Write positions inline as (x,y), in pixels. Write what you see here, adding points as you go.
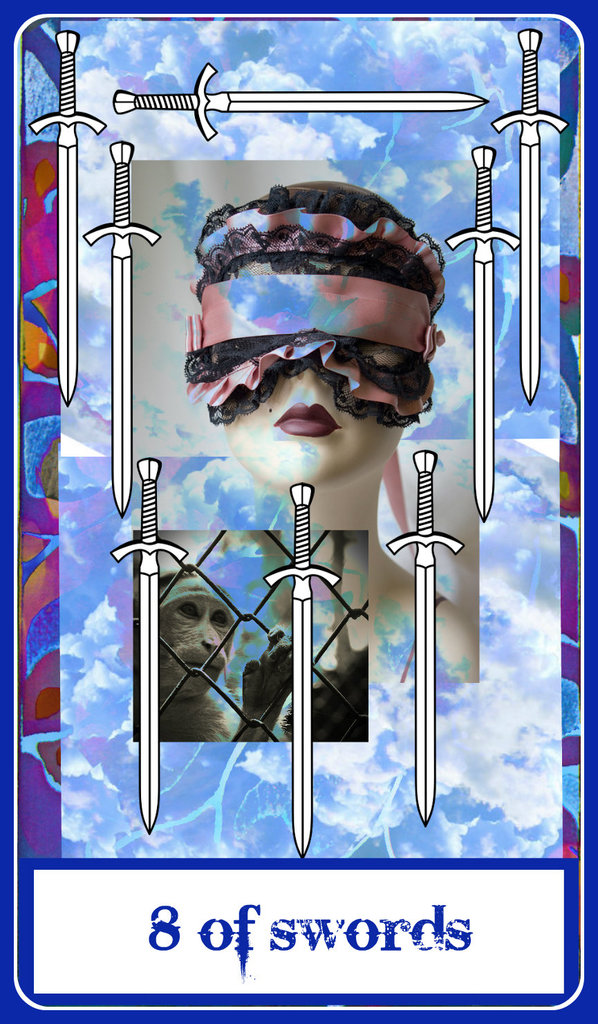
In the image we can see there is a poster (321,483) on which its written ¨8 of swords¨ and in the poster (226,682) there is an image of a monkey (192,638) standing behind the iron fencing (221,641) and there is a statue (312,425) of woman (293,453) and there is a blindfold (336,359) tied on the woman's eyes (336,359). There are swords image (527,54) on the poster (148,903).
